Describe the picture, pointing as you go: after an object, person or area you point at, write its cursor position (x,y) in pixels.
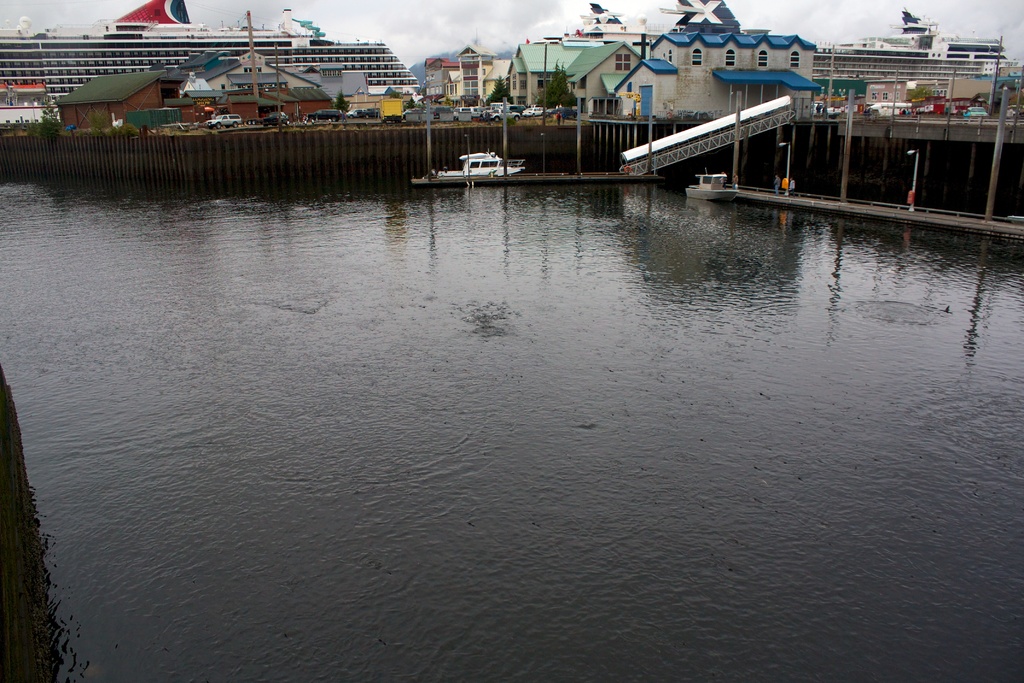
In this image we can see boats (702,185) on the water (455,217), bridge (500,185) with poles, in the background (398,110) there are few vehicles (361,109) on the road (326,120), few buildings (757,102) and the sky (468,27).
